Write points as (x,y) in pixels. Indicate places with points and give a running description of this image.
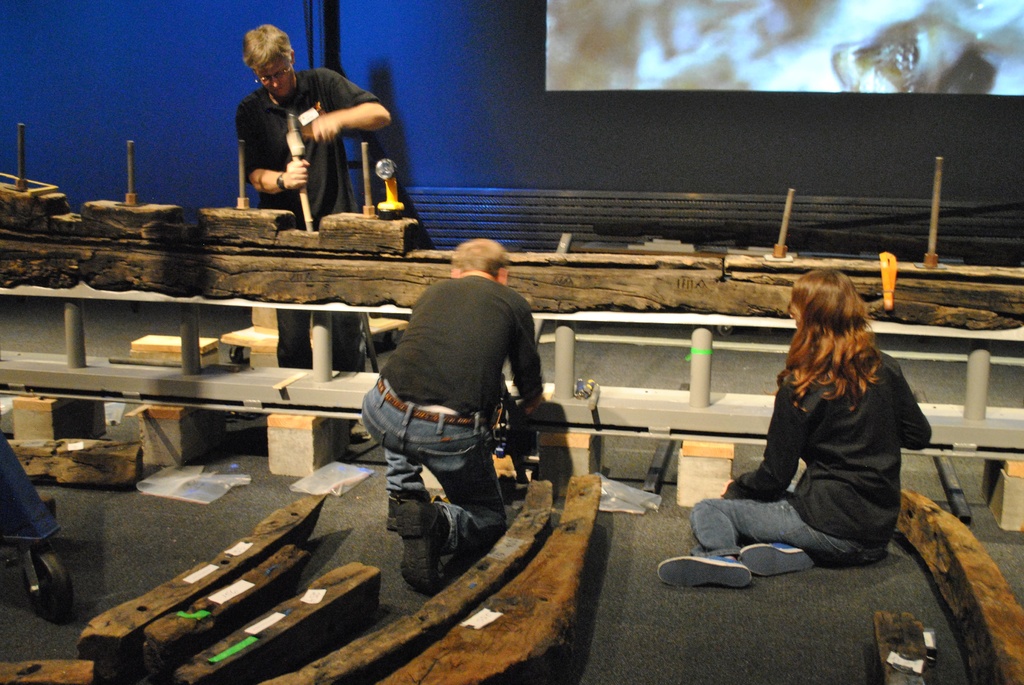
In this image we can see three people (503,378). We can see the people (792,452) are working in the image. There are many objects (225,286) in the image. There are many objects (345,274) placed on the surface (163,305). There is some vehicle (43,549) at the left side of the image (28,541).
